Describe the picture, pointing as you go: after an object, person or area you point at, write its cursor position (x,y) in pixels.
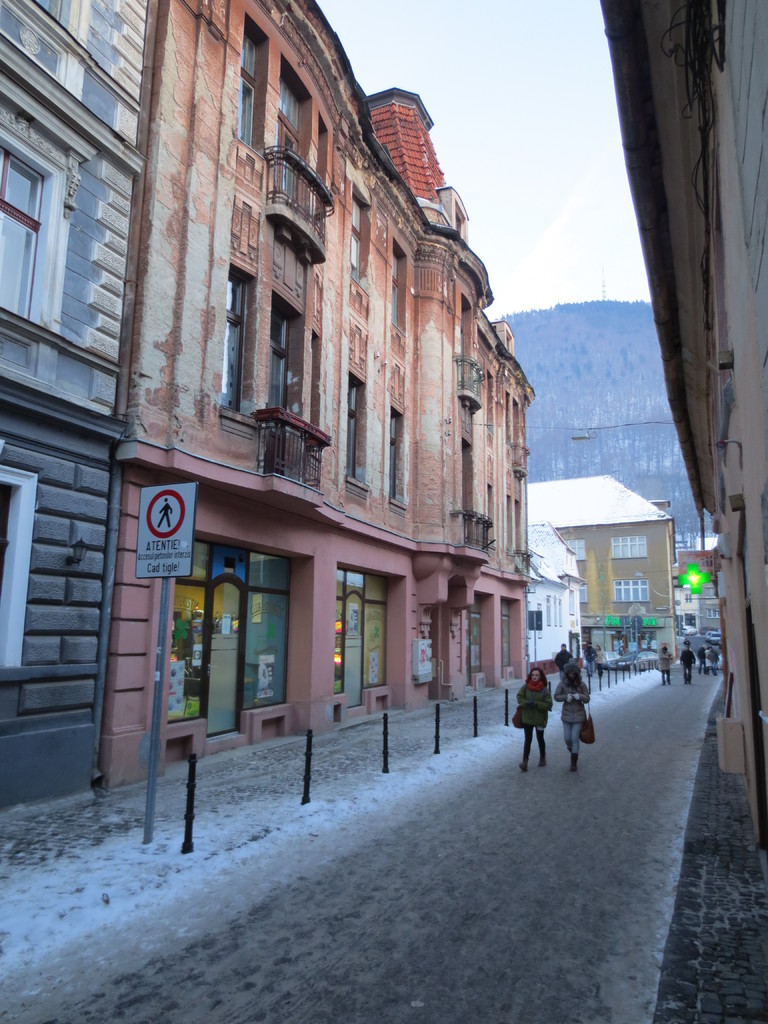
On the left side (161,655) there is a pole (160,621) and on the pole (165,602) there is a board (169,573) with some text (166,551) and symbol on it and there are buildings (262,602). On the right side (744,578) there is a building (740,627) and in the background (562,608) there are poles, persons (709,665), buildings (583,499) and trees (599,390) and there is a light (693,582) which is green in colour.
